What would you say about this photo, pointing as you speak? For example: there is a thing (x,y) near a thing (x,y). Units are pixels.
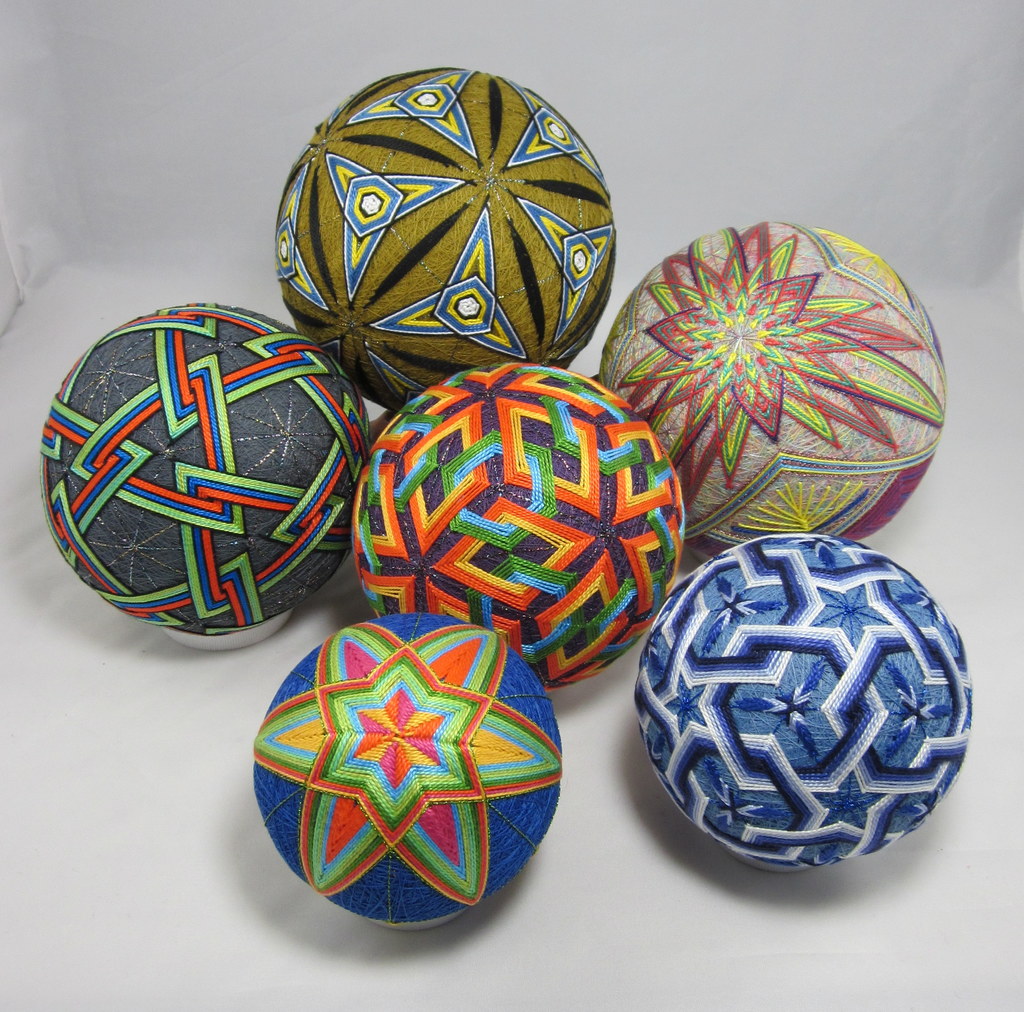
In this picture I can observe six spheres (456,456). I can observe blue, orange, green, grey and red color spheres (415,497) in this picture. These are placed on the white color surface (20,417). The background (100,37) is in white color.
